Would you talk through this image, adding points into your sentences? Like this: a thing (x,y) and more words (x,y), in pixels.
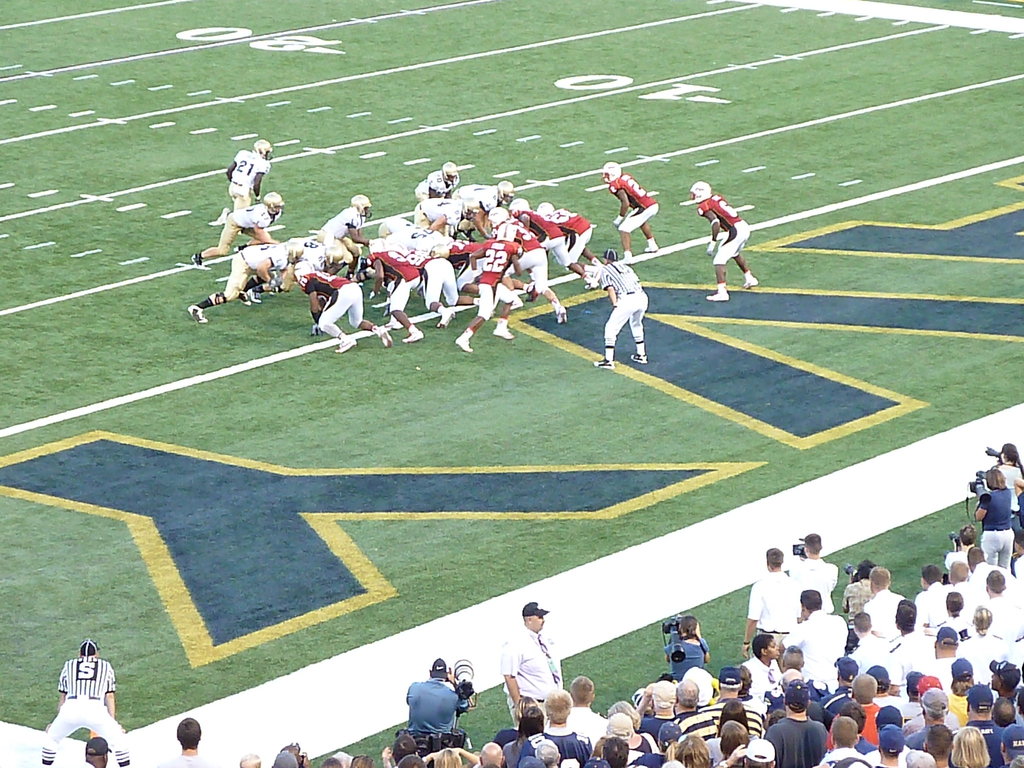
In this image few players (491,237) are playing football in the field (486,451). In the foreground (965,570) there are many people (716,710) watching the players (420,233), some are holding cameras (978,486). They are shooting the game.
